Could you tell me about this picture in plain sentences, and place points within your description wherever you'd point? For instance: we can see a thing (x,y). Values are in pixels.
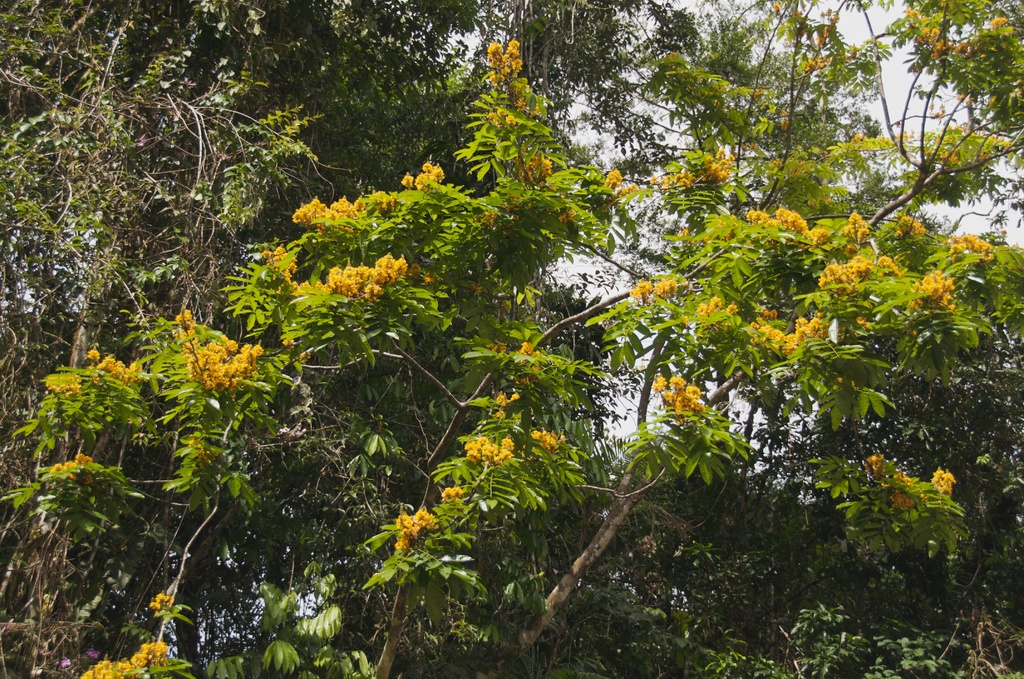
In this image I can see that trees (815,239) along with the flowers (196,362) which are in yellow color.
